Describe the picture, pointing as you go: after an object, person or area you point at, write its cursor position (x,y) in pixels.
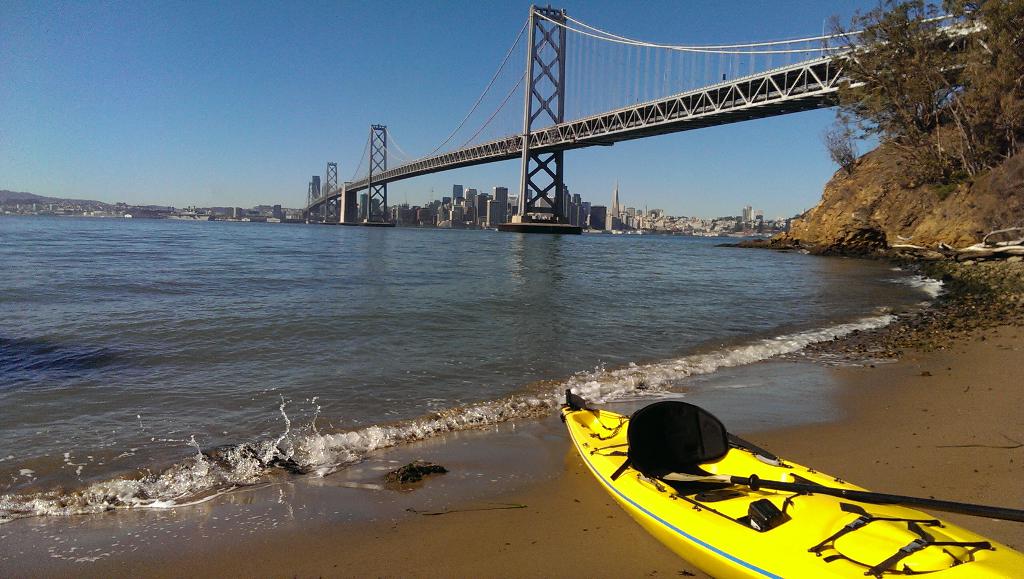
In this image I can see a boat (704,545). I can see the water (312,348). On the right side (921,149), I can see the trees (946,121). I can see the bridge (518,145). In the background (474,204), I can see the buildings (394,219) and the sky (245,78).
